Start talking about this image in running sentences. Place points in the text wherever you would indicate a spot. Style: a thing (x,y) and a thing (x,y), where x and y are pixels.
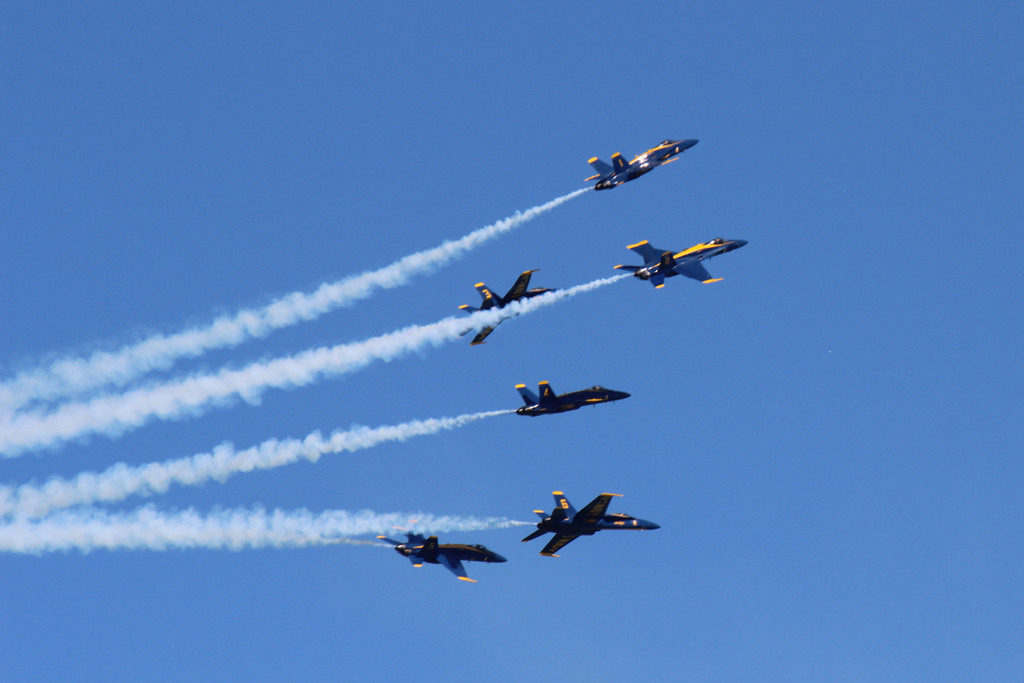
In this image there are six jets (608,185) flying in the sky (711,117) leaving smoke trails (274,370).
